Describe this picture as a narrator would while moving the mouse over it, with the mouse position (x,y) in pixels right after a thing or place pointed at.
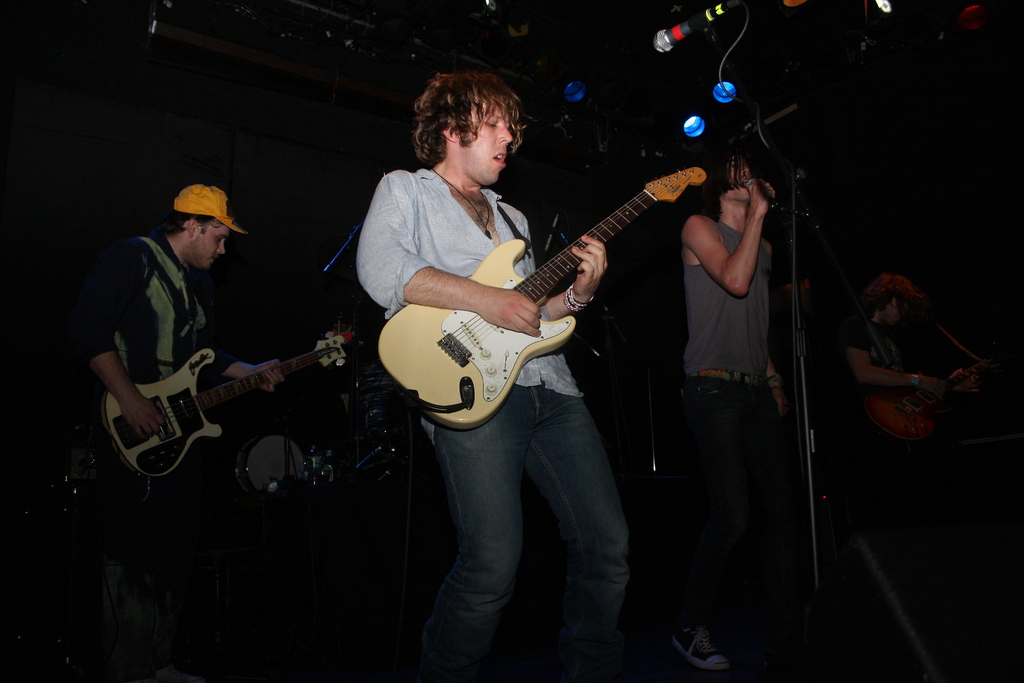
In this image I can see four people (765,317) are standing and three of them (136,367) are holding guitars (679,184). I can also see a mic (717,16).
